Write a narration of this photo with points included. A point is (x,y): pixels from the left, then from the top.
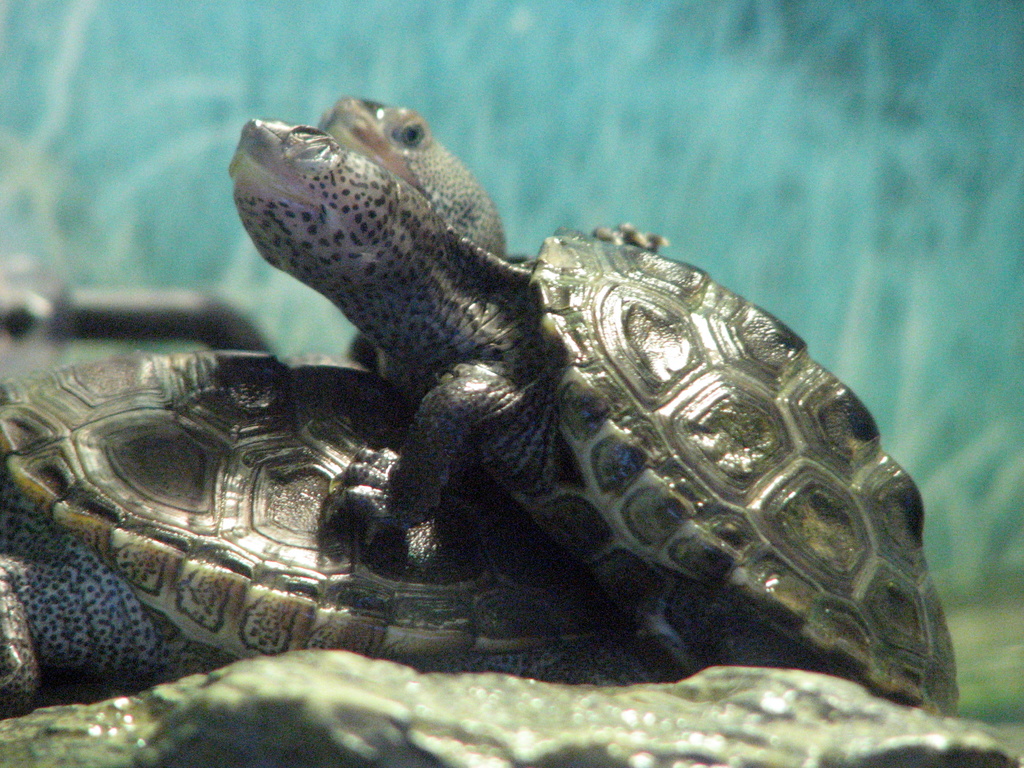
In this picture i can see three tortoises (592,551). In the back (962,378) there is a wall (796,211). On the left (97,322) there is a black pipe (170,305).
